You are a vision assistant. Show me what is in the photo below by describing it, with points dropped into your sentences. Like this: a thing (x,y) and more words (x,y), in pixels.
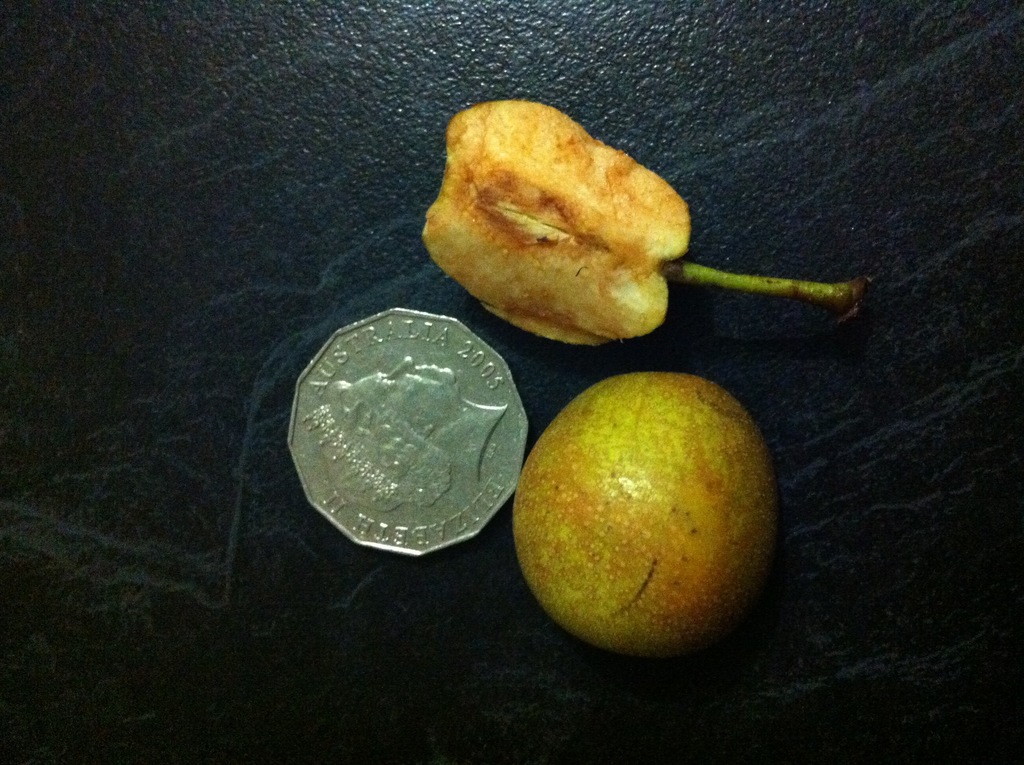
In this image we can see the fruits (670,269), beside there is the coin (307,385) on the black surface (168,367).
